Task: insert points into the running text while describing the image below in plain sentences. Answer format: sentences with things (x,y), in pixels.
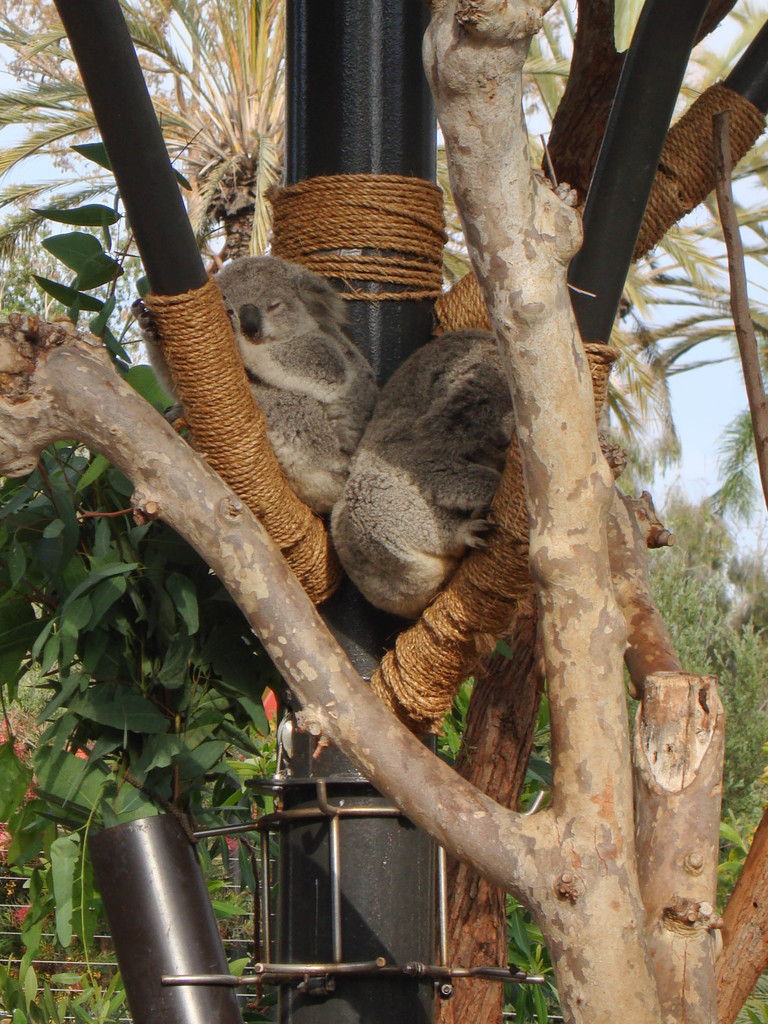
Here we see trees (704,272) and a metal pole (350,952) and we can see two koalas (349,470) seated on the pole (393,25).
